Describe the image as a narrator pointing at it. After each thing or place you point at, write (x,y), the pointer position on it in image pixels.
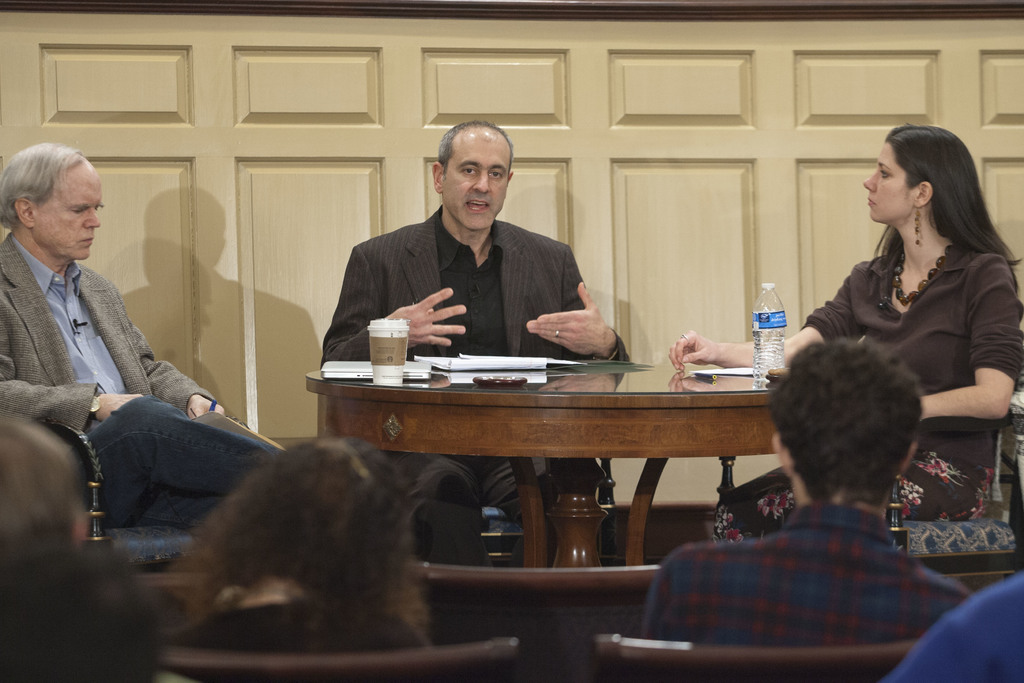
In this picture we can see two men (385,298) and one woman (1016,305) sitting on chairs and in front of them there is table (328,406) and on table (328,406) we can see bottle (779,305), papers (464,365), glass (384,372) here in middle (389,290) man (390,270) is talking and in front of him we have a group of people (310,624) listening to him and in background (472,74) we can see wall (579,223).
